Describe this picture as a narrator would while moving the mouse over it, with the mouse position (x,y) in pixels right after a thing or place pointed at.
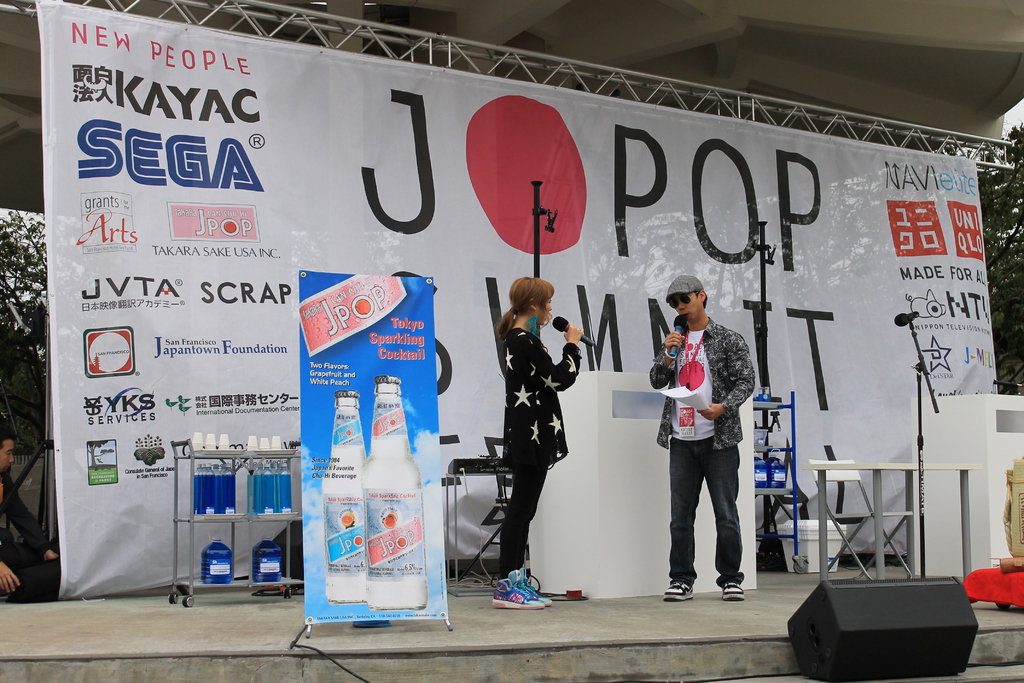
In this image there are two persons (685,351) standing on the stage (652,605) by holding the mics (569,332). Behind them there is a banner (527,136). On the left side (315,463) there is a banner (362,534) on the stage (383,632). Beside it there is a stand (240,519) on which there are bottles (216,541). On the right side (916,445) there is a mic (919,459). Beside the mic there is a table (874,474). In the background (1023,288) there are trees (1008,280). At the bottom (899,610) there is a speaker (885,613).
